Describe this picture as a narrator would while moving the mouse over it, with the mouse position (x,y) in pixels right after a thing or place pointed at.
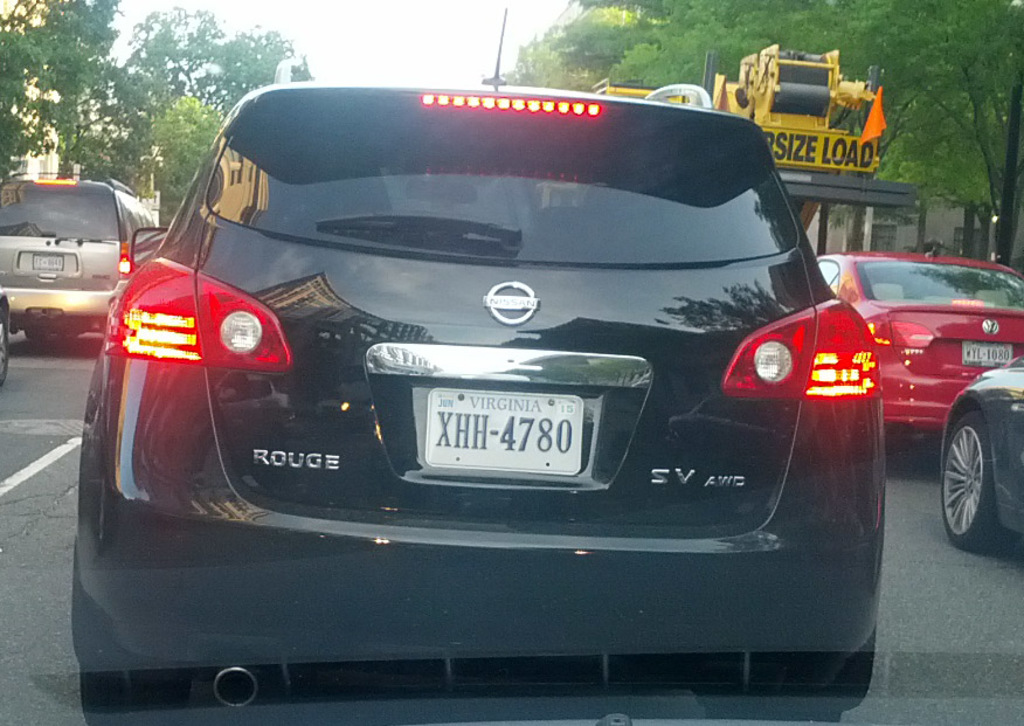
In this image I see number of cars (694,397) and I see the number plate (439,415) on this car (469,450) on which there is something written and I see the lights (164,305). In the background (868,130) I see something is written over here and I see the orange color cloth (876,119) and I see number of trees (60,48).
